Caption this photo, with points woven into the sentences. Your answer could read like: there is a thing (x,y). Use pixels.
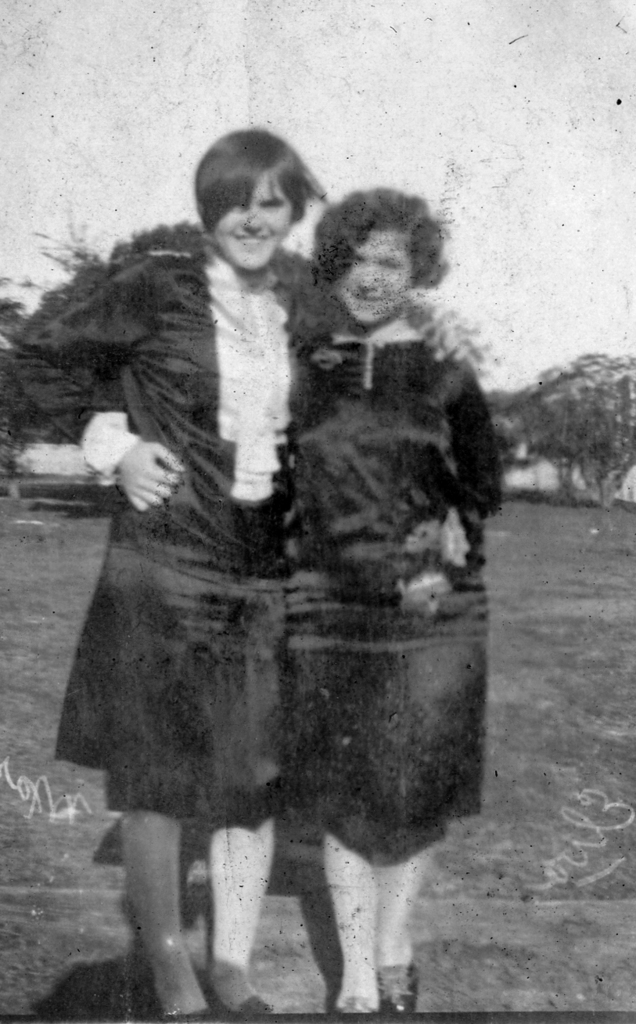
In this picture there are two people (244,266) standing. At the back (46,426) there are trees (1,442) and there might be a building (33,447). At the top (305,109) there is sky (404,76). At the bottom (545,963) there might be grass (510,832).
